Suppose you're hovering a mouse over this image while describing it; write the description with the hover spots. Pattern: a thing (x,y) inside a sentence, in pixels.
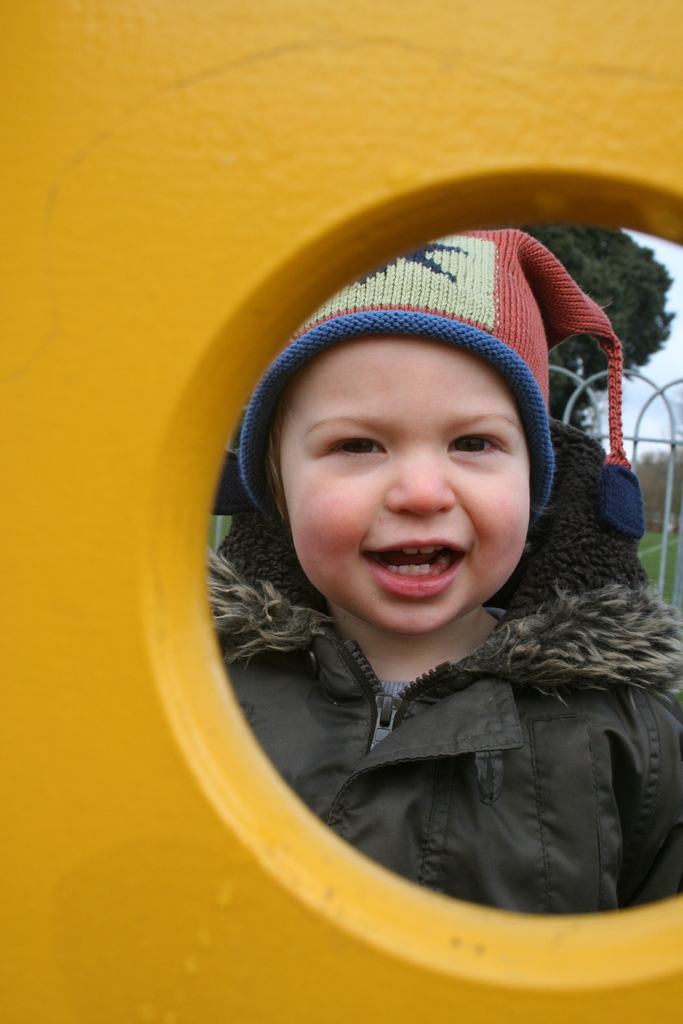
There is a child (502,328) in a coat (478,724), wearing a cap (506,276) and smiling. In front of this child (452,599), there is a yellow color object (558,15) which is having a hole (545,437). In the background (663,463), there is a fencing (657,441), there are trees (606,247) and there are clouds (652,394) in the sky (661,357).
